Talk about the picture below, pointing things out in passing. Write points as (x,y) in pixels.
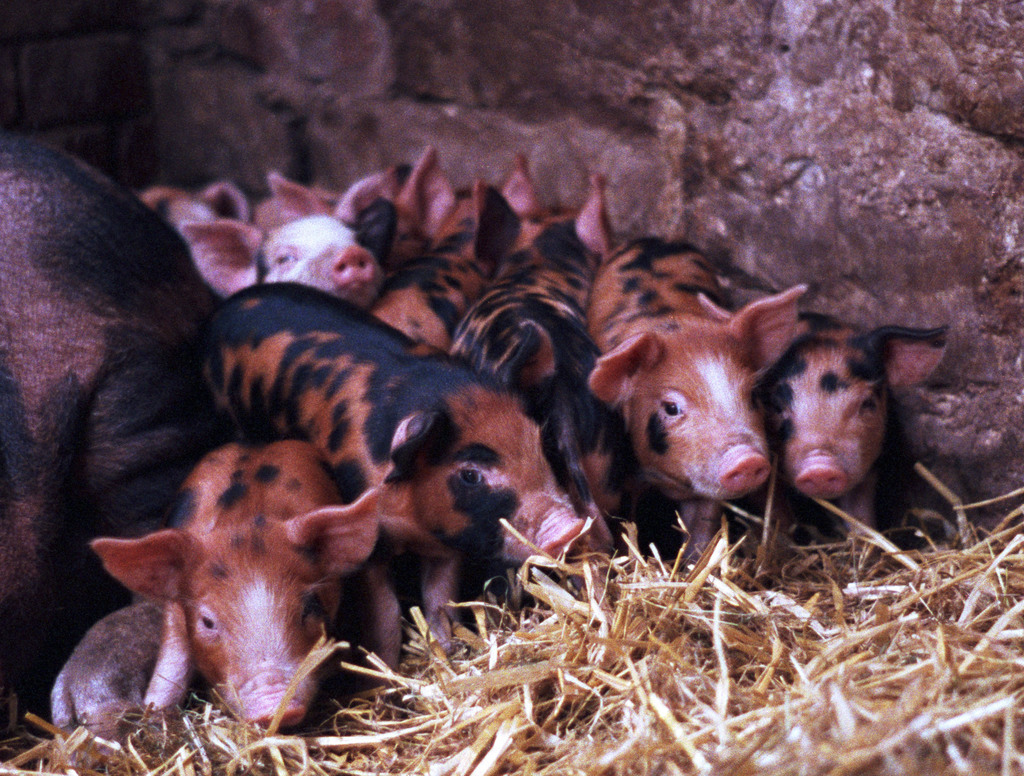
In this picture I can observe piglets (352,473). In the bottom of the picture (494,709) I can observe dried grass (587,719). In the background (612,114) there is stone wall (389,89).
